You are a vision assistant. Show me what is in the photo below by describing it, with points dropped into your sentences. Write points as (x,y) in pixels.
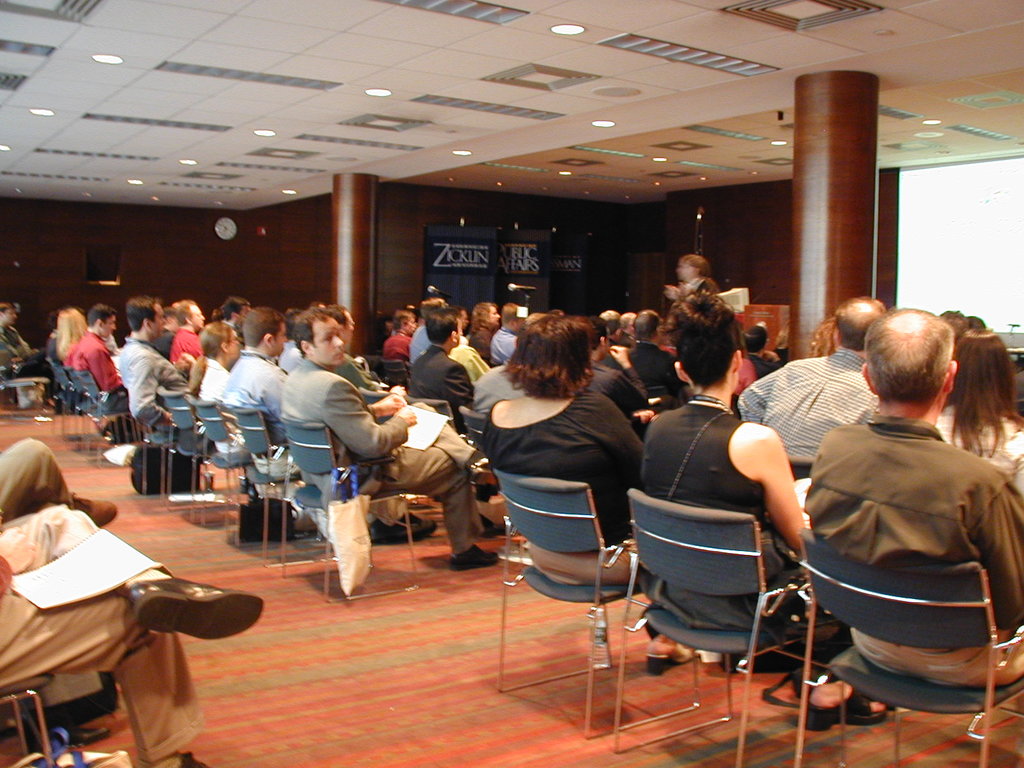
In this image we can see many people (94,364) are sitting on the chairs (727,540). In the background (924,209) we can see a projector screen (923,243), pillars (807,218), wall clock (230,233) and banners (511,264).
